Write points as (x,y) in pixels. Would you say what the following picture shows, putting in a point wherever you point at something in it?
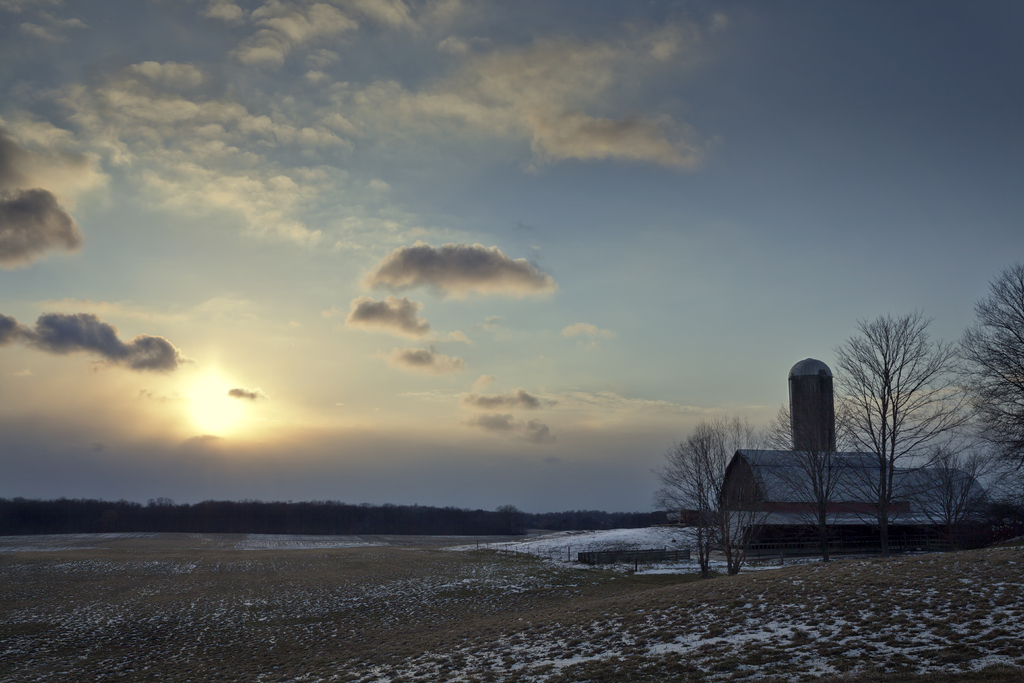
At the bottom of the picture (442,604), we see grass (565,621). On the right side (781,479), we see a house (838,485) and trees (838,485). Beside that, we see a fence (643,556) and ice (575,537). There are trees (402,516) in the background (418,521). At the top of the picture (390,101), we see the sky (296,296), clouds (252,216) and the sun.
